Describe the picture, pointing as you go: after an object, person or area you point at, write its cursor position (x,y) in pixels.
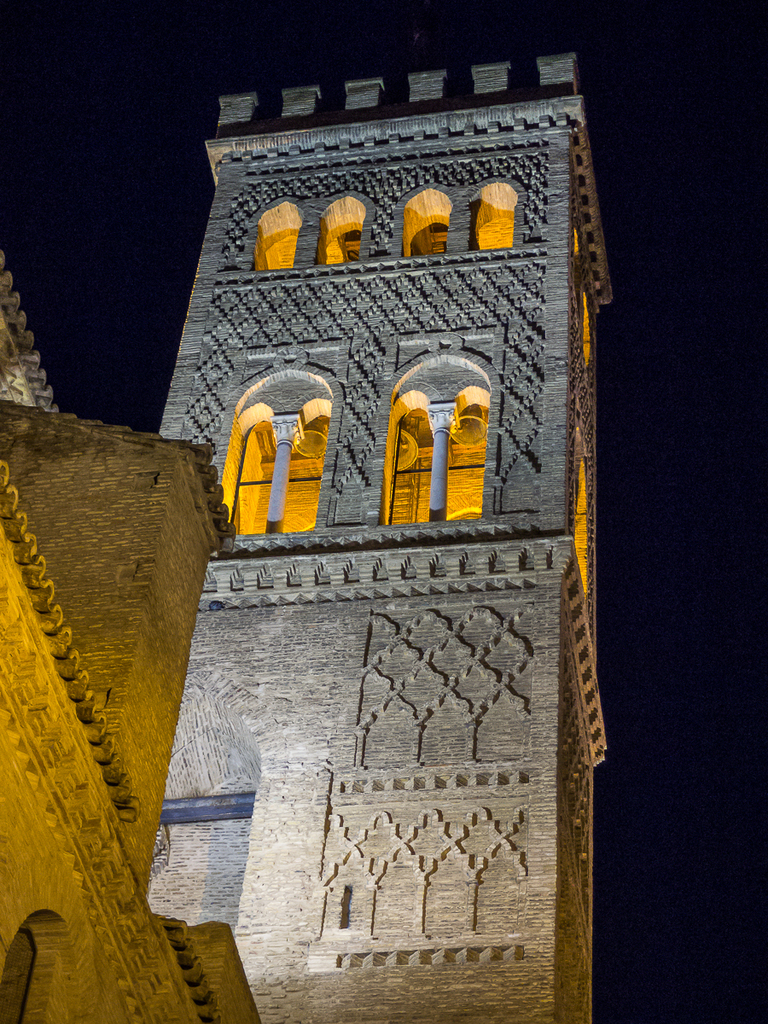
In the middle of this image (414,485), there is a building (372,440) having windows (255,493). In this building (400,493), there is lighting (473,454) arranged. Beside this building (265,477), there is another building (6,345). And the background (659,18) is dark in color.
